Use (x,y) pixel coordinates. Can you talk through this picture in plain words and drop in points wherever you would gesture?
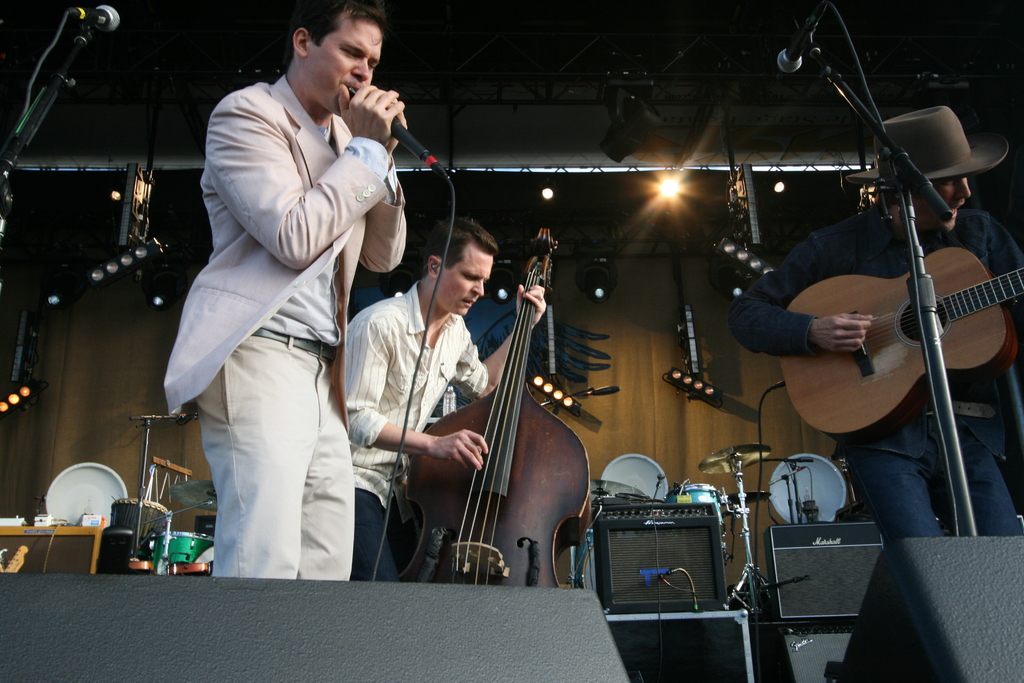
Here we can see a man (389,130) standing and singing, and holding the microphone (426,155) in his hands (359,121), and at side a person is holding the guitar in his hands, and here are the drums (205,500), and here are some objects (685,536), and here is the light (672,185).
